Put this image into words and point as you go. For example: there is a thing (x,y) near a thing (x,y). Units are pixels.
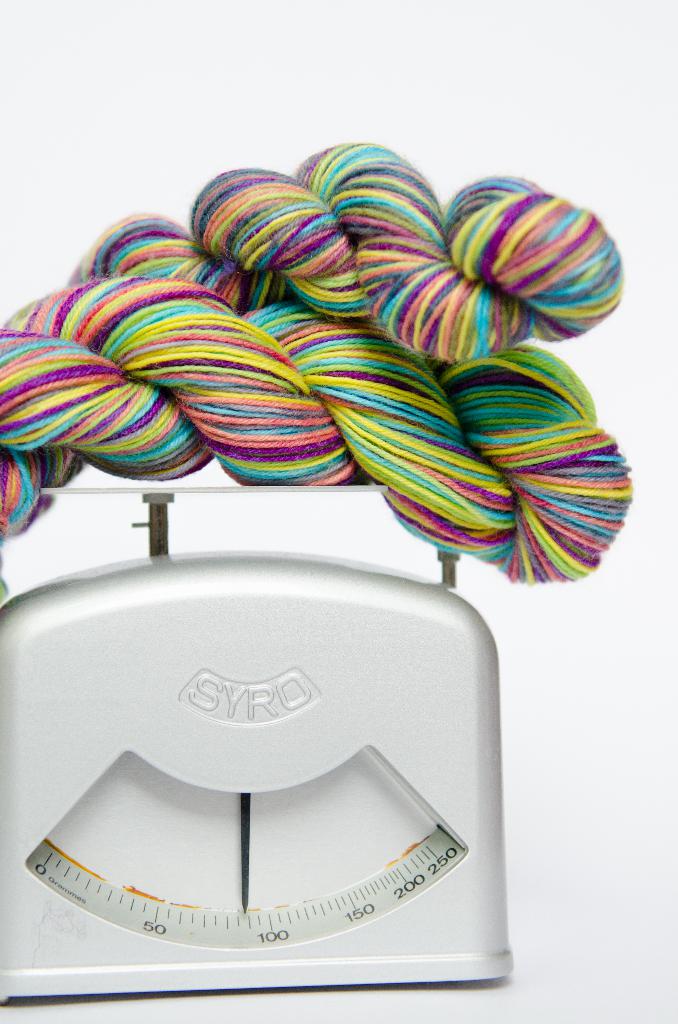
In this picture we can see a colorful knitting wool (303,212) kept on a white weighing machine (282,572).
